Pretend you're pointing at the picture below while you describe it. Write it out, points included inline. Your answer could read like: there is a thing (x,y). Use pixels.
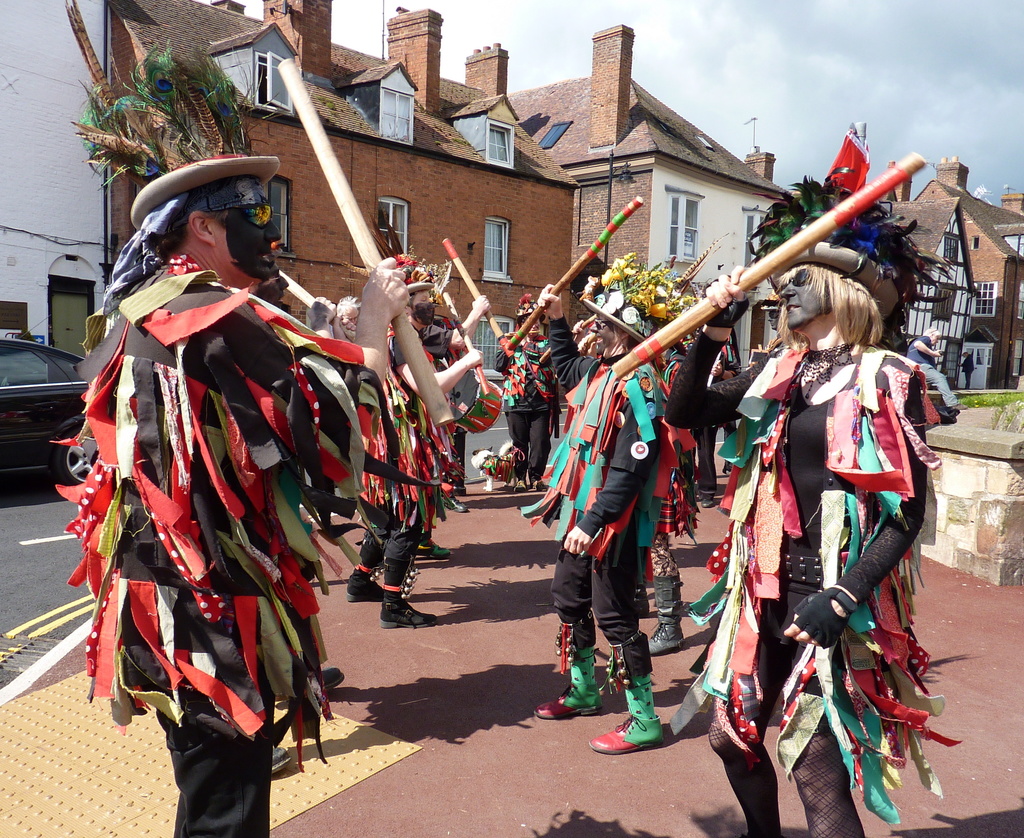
In this image we can see people (829,483). They are wearing costumes (834,450) and wooden objects (414,348) in their hands (472,307). At the bottom of the image (472,702), we can see pavement (592,809). In the background (460,198), we can see the buildings (27,219). At the top of the image (773,45), we can see the sky (709,40). On the right side of the image (931,345), we can see a man (920,361) and a platform (982,453). On the left side of the image (37,402), we can see a car (39,452) on the road (36,559).
